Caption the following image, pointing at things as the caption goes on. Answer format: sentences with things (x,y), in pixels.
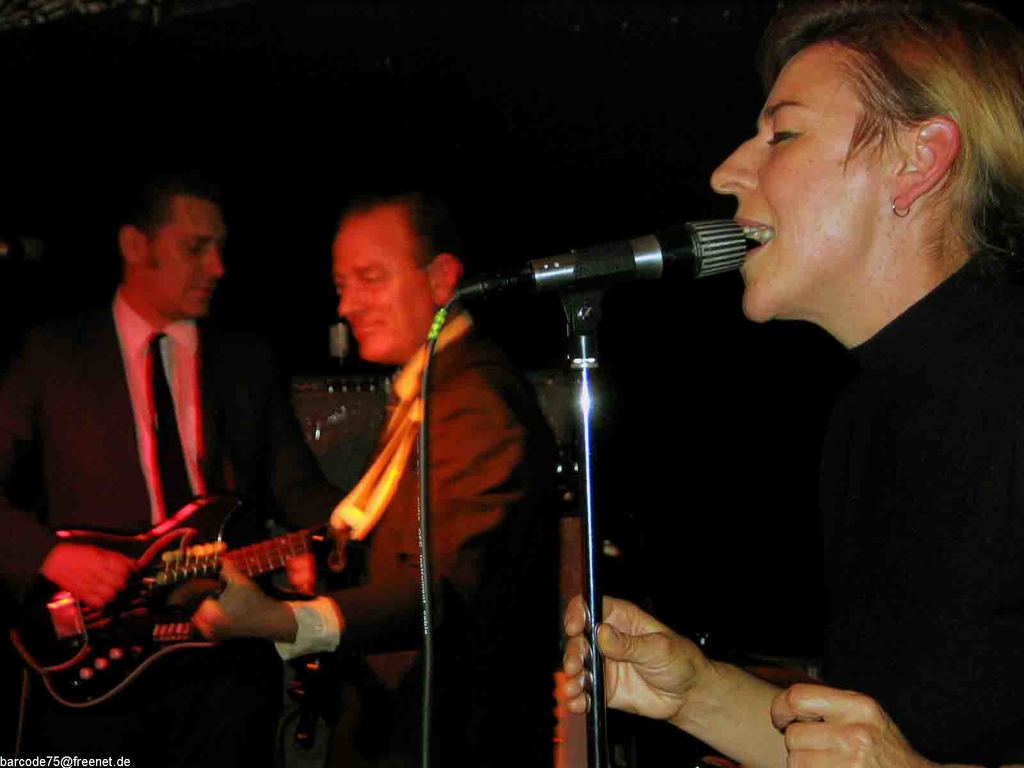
In this image i can see a person (823,324) singing song in front of a micro phone (734,254) at the back ground (412,383) i can see two other persons (396,378) playing guitar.
